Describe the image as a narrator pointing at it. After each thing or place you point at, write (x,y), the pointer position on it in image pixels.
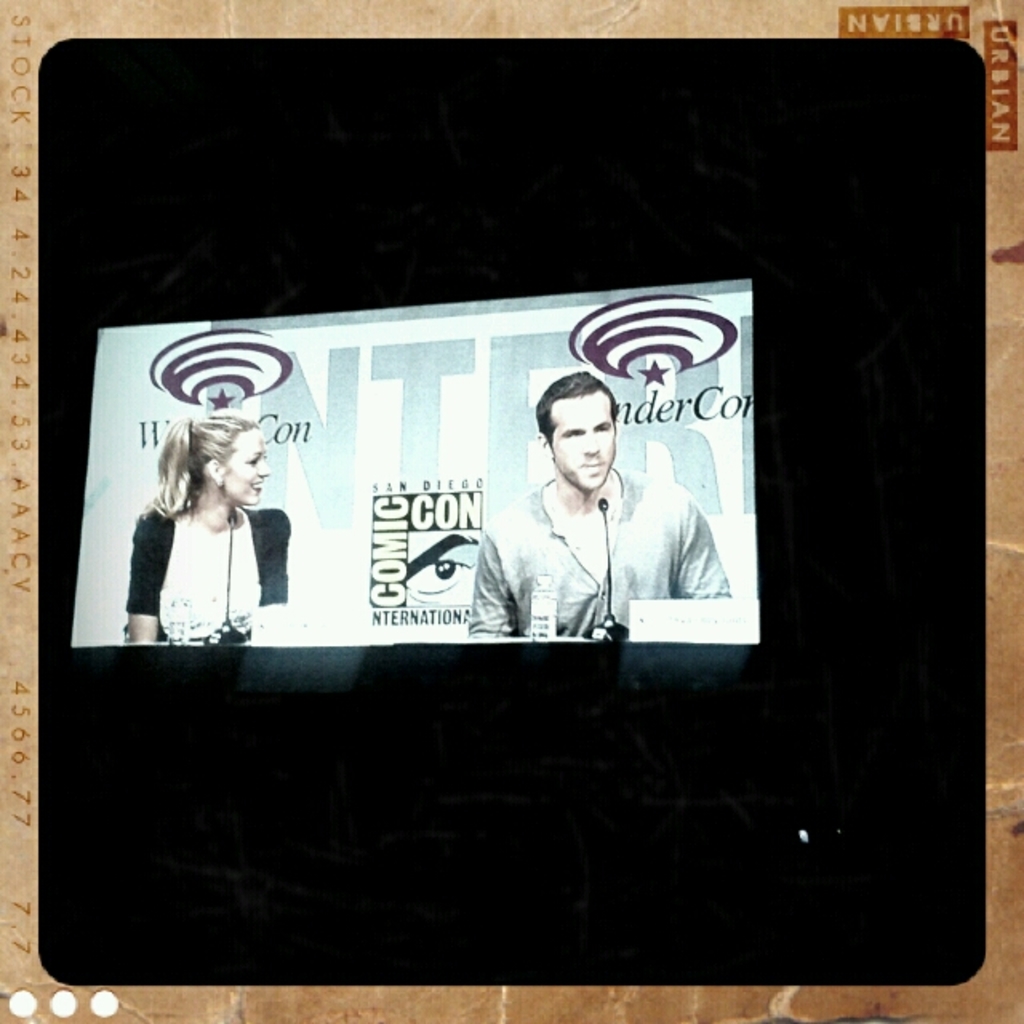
In the picture we can see a photo frame (43,497) with a photo (110,562) of man (563,603) and woman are sitting near the desk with microphones (609,587) before them.
